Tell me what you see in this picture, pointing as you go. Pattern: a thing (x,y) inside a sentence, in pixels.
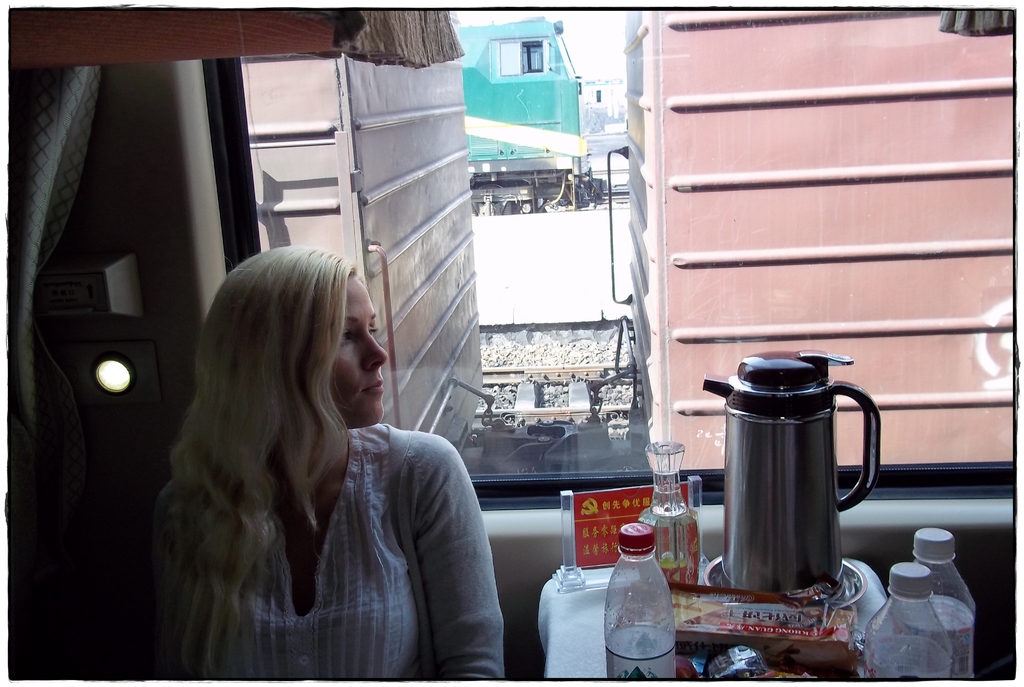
Here in the image the woman (365,464) is sitting next to the train window (889,251). There are three water bottles (633,648) placed beside her and there is a flask (776,478) beside her. This is the railway track (528,403) where the trains (499,431) pass. This is the platform (505,245).
